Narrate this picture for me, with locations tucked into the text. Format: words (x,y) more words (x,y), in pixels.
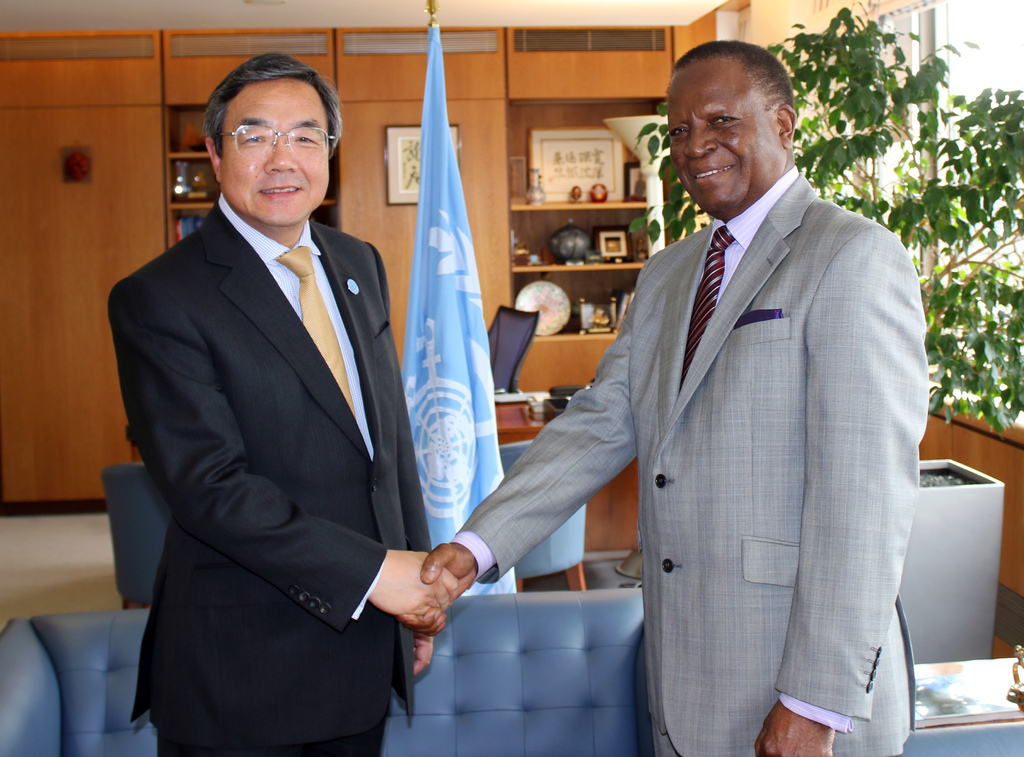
In this image we can see two people (321,514) standing and shaking their hands (434,616). We can see sofas (454,618). There is a flag (439,78). On the right (958,250) we can see a houseplant (976,393). In the background (604,333) there are shelves (589,337) and we can see things (559,300) placed in the shelves (570,333).
